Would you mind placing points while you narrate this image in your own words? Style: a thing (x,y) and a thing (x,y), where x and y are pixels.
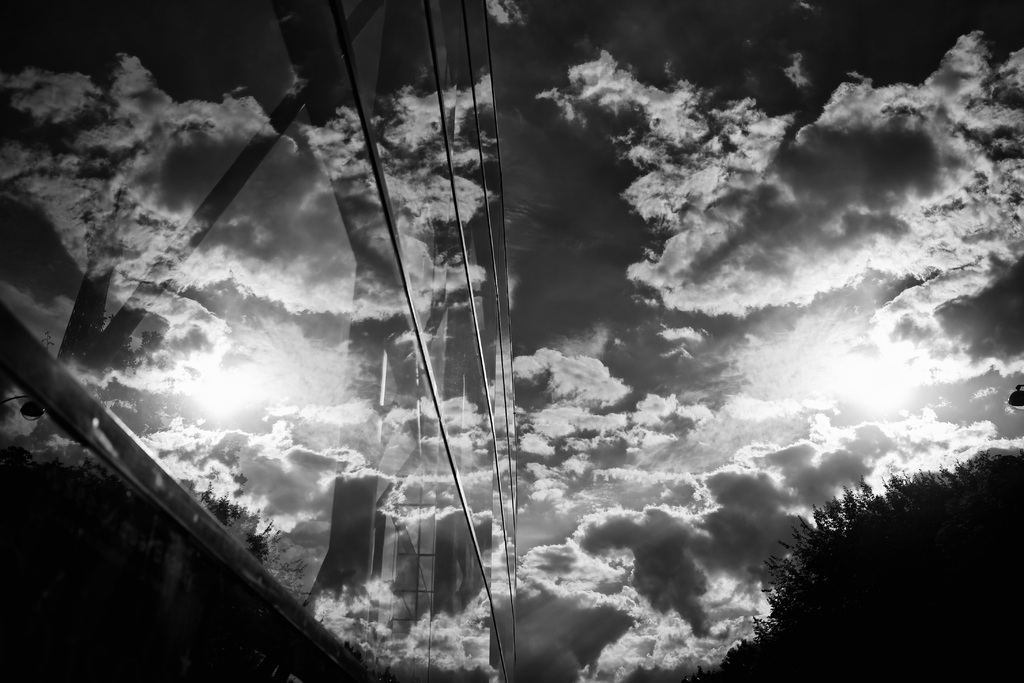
It is a black and white image. In this image, we can see the cloudy sky (634,415) and glass building (314,287). On the glasses (403,405), we can see reflections (396,487). Through the glass objects (320,490), we can see pillars (354,566) and rods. On the right side (910,502) bottom corner, we can see trees (851,577).
